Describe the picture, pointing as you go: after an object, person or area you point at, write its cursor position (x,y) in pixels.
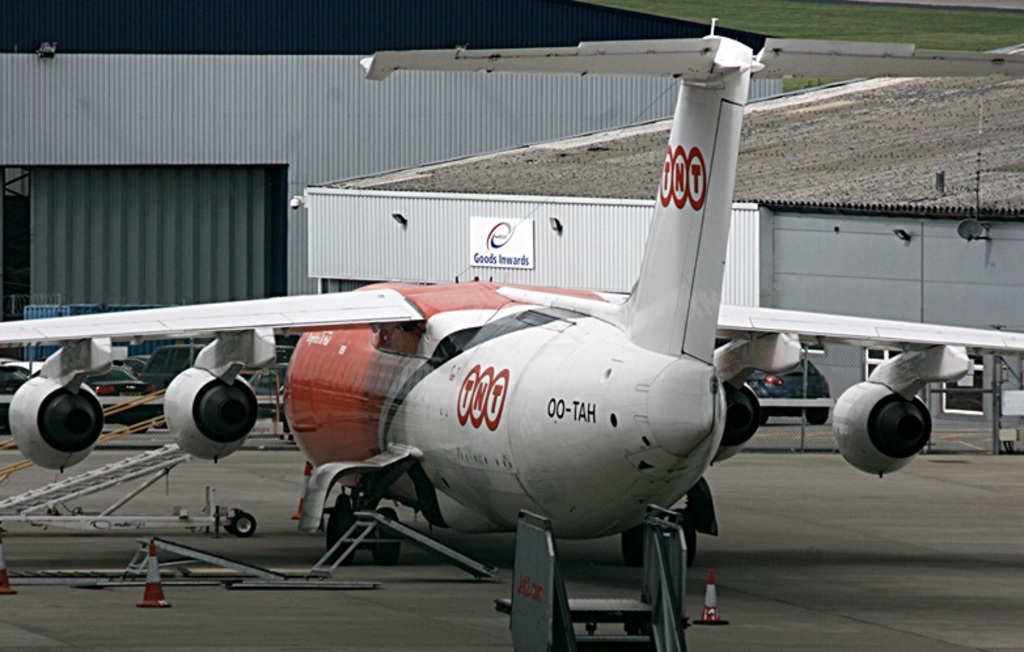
In the background (886,22) we can see green grass (873,12), sheds (873,111). In this picture we can see an airplane (693,555) and few objects (813,416). At the bottom portion of the picture (341,616) we can see the road (267,603) and traffic cones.
